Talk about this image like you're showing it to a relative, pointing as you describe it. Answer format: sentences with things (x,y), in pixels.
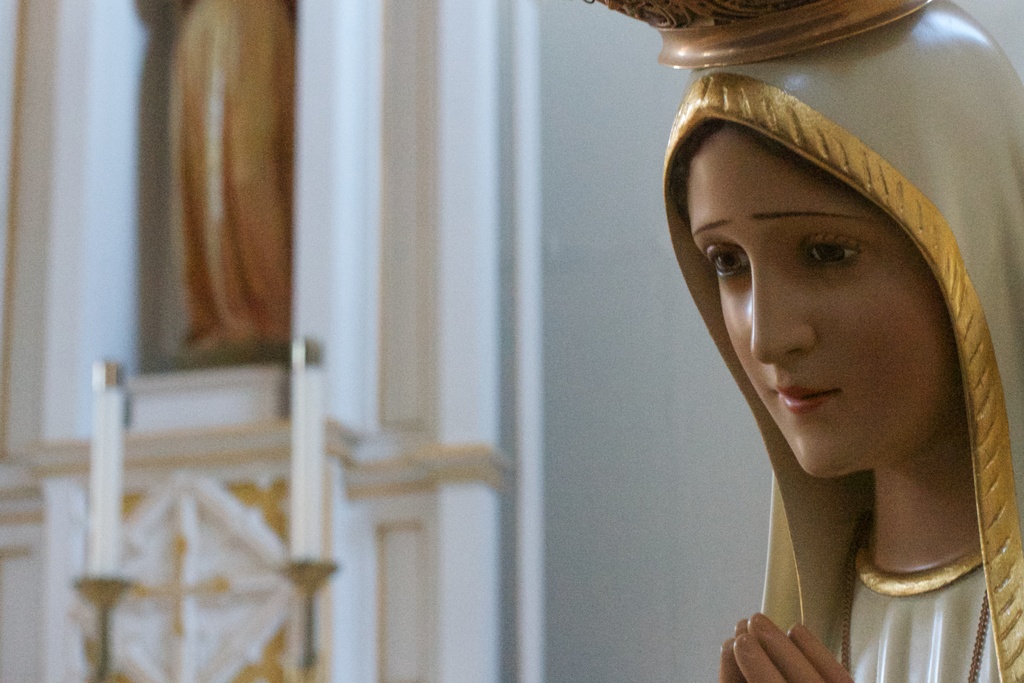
There is a statue (953,621) on the right side of the image (748,275), it seems like, there is another statue (260,266) and a pillar (322,382) in the background area (391,423).
